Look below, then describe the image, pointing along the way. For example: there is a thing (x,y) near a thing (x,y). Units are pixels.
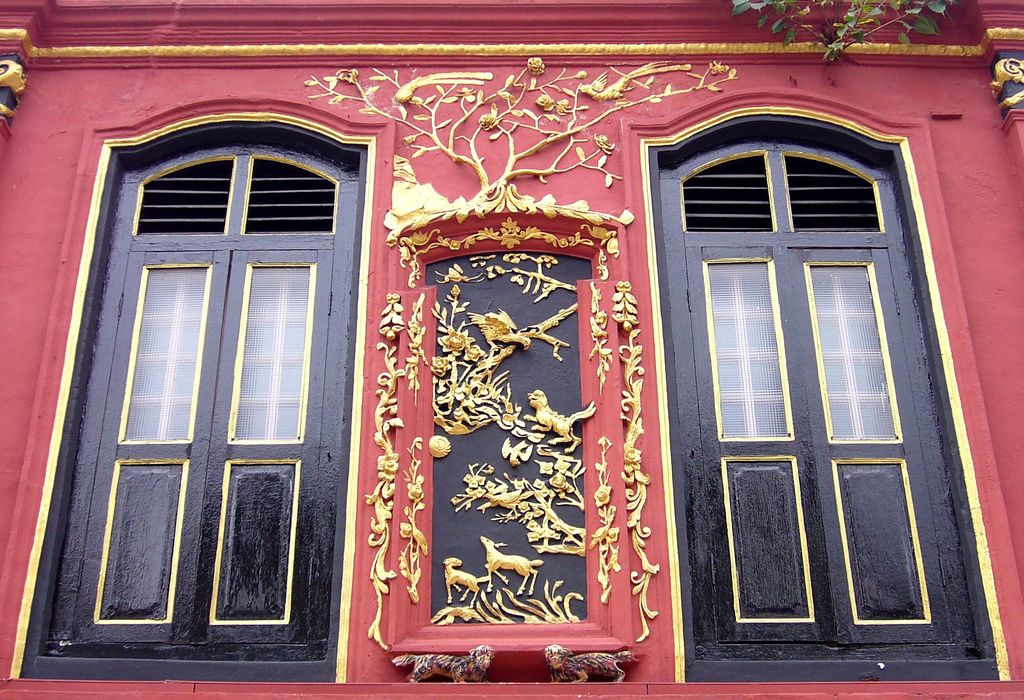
This image is taken outdoors. In this image there is a wall (499,275) with a few carvings (483,97) and two doors (787,350).
